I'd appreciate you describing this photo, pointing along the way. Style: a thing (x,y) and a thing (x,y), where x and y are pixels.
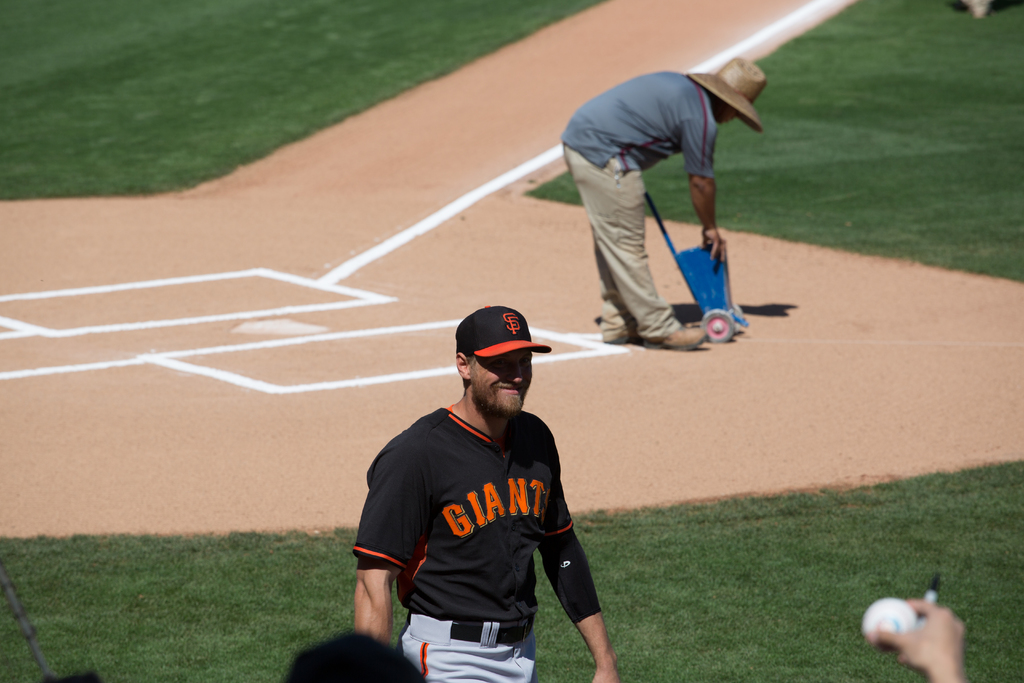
In this image there are persons (487,514) standing and walking and there is grass (875,159) on the ground (854,171) and the man (607,143) standing in the center (639,233) is wearing a hat (717,88) which is brown in colour and holding a trolley (703,276) which is blue in colour and there is a man (455,512) in the front (495,539) wearing a black colour t-shirt (496,543) and smiling and on the right side (905,629) there is a person hand (918,635) holding a ball (905,618) which is visible.
